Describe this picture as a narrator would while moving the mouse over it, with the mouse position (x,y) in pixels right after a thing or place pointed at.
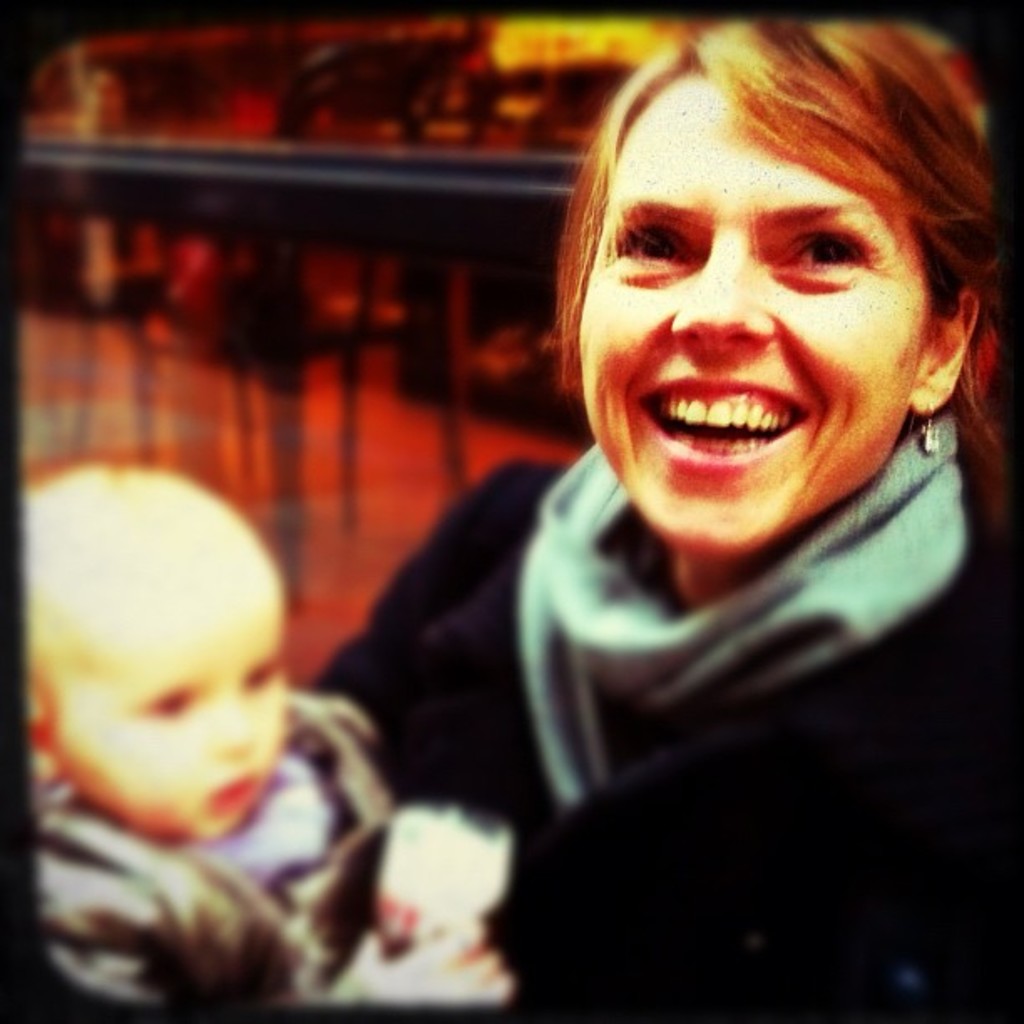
This image is an edited image. This image is taken indoors. In this image the background (457,355) is a little blurred and there is a railing (286,188). In the middle of the image (556,628) a woman (478,767) is holding a baby (193,796) in her hands (416,938) and she is with a smiling face (741,433).
